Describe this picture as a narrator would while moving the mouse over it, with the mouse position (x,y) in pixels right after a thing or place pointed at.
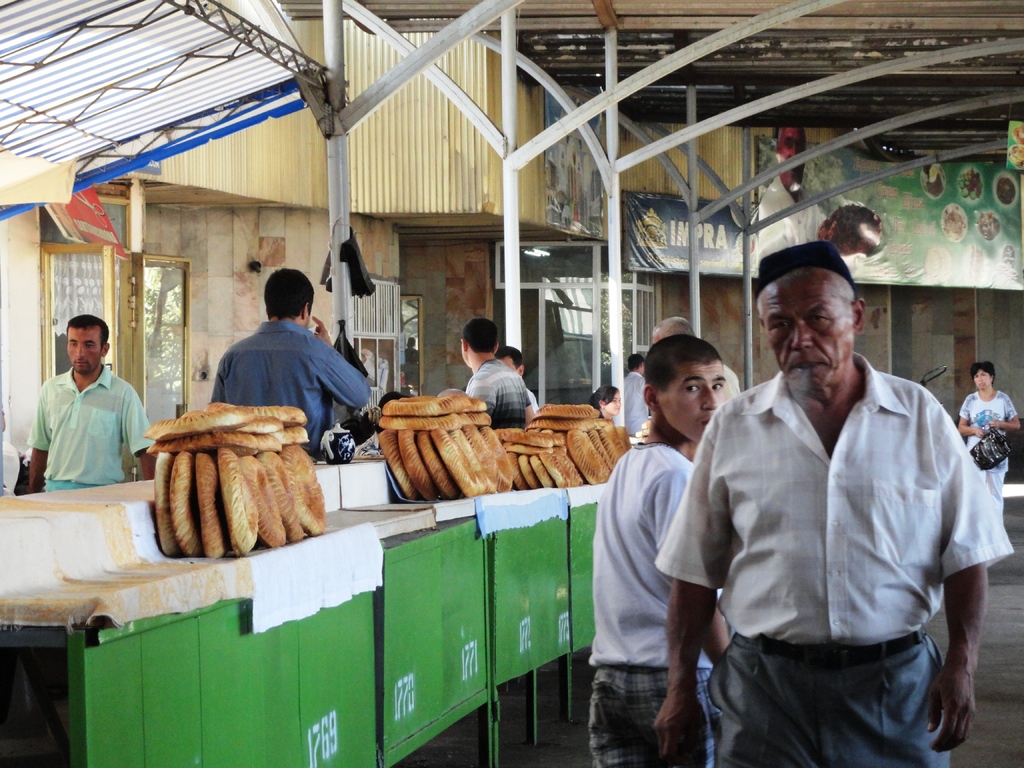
This picture was taken from inside the shed (855,104). At the left side of the image (295,625) there are tables (344,616) and on top of the table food items (561,453) were placed. Beside the table (146,499) few people (506,380) were standing. At the back side (892,363) there is wall (932,345) and on top of the wall (912,293) banner (879,222) is placed. At the center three people (862,646) were walking on the floor (993,704).
